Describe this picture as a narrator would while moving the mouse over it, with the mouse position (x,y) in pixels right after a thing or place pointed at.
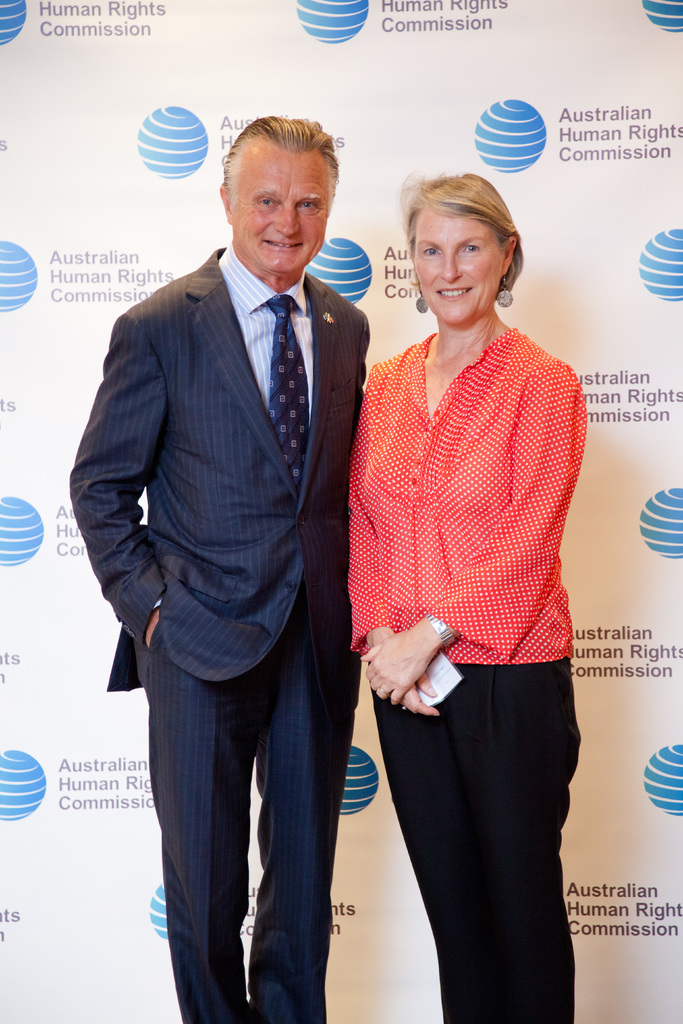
In the image there are two people (386,635) standing and posing for the photo and behind them there is a banner (642,414) with the logos (575,112) of some organization.
